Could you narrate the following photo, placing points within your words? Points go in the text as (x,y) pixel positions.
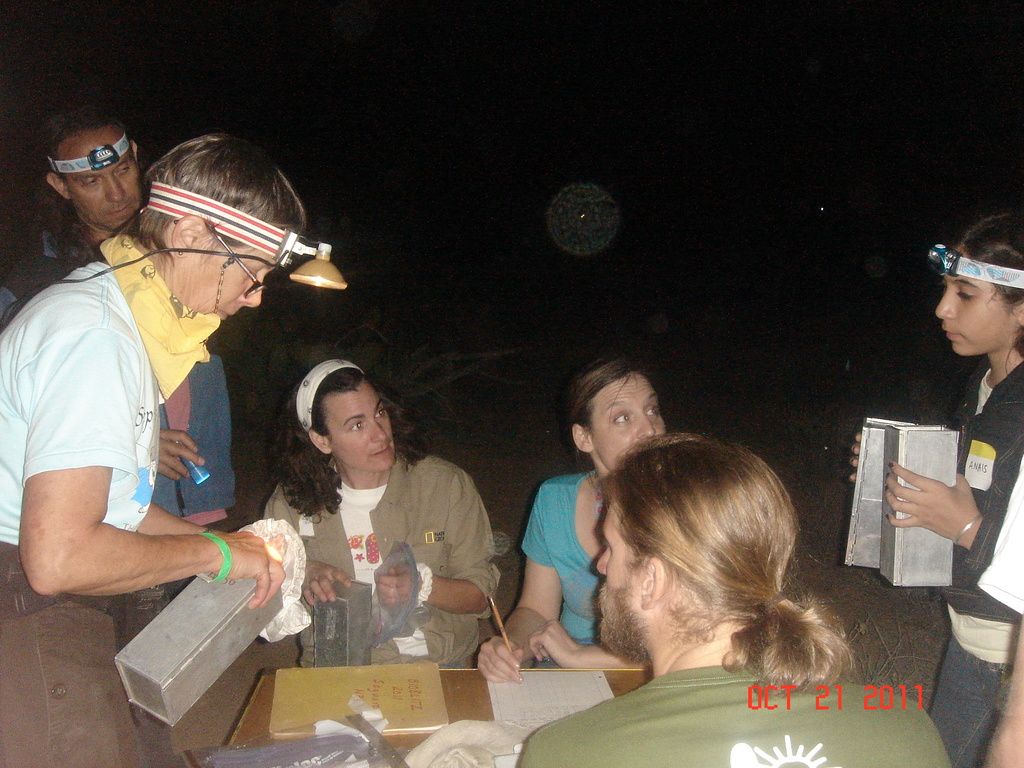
In this image there are group of persons (406,448) standing and sitting. On the right side (979,465) there is a person (978,448) standing and holding an object (883,494) which is grey in colour and the background (520,227) is dark. In the center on the table (453,721) there are papers (514,703) and on the left side (222,473) there is a man (117,208) standing and there is a person (90,538) standing and holding an object (222,628) which is grey in colour.
